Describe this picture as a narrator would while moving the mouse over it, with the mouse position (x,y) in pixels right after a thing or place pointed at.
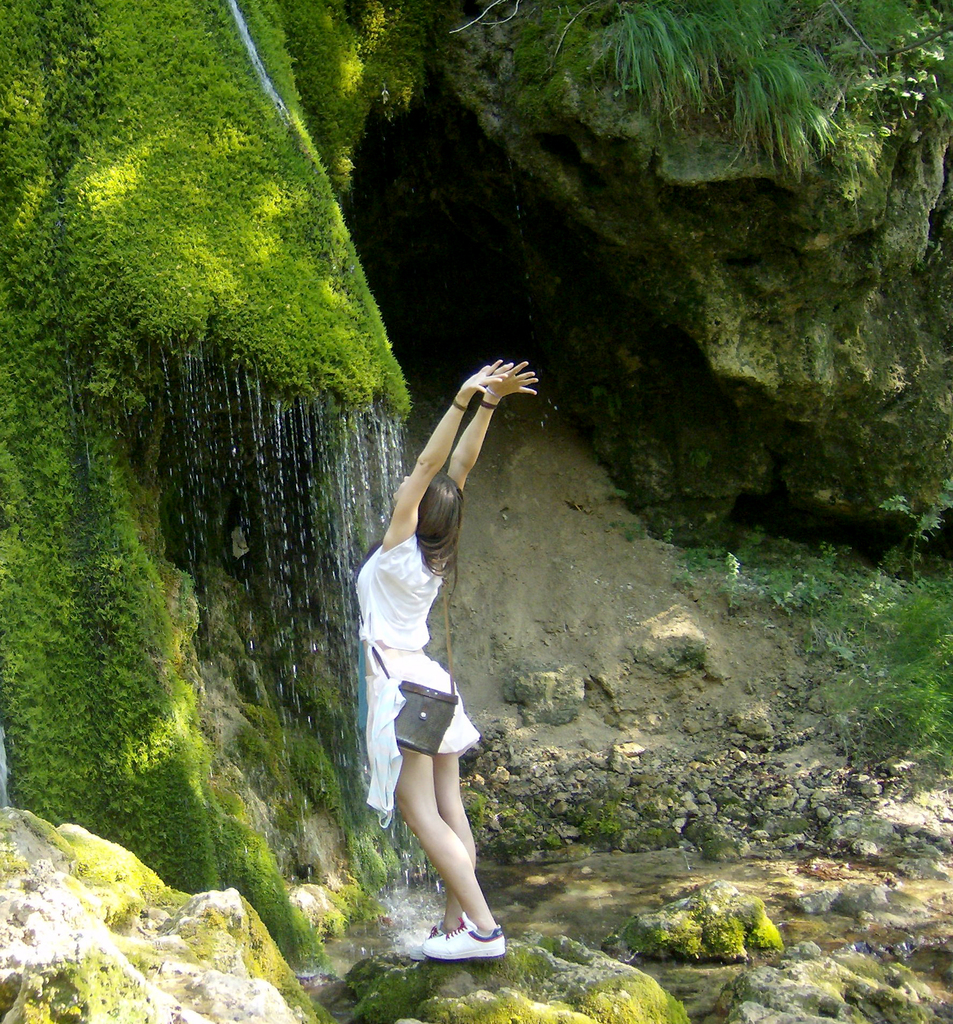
In this picture we can see a girl (420,628) carrying a bag (446,612) and standing, rocks (873,1021), grass (97,832), water (344,490) and stones (735,721) on the ground (762,690).
